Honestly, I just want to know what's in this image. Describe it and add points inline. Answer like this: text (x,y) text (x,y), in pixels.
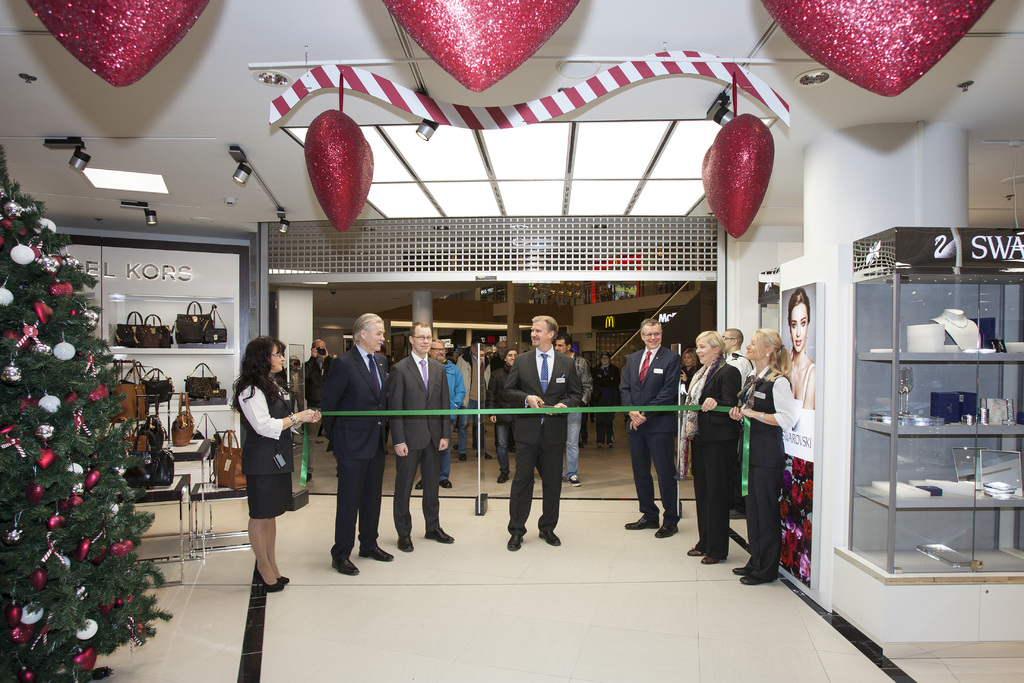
In this image there are people (371,465) standing, behind a ribbon (688,407) and two people (267,464) are holding the ribbon (668,409), on the left side (53,592) there is a Christmas tree (29,594), on the right side (885,571) there is a glass cabinet (867,342) in that there is jewelry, at the top (568,131) there is a ceiling (201,170) for that ceiling (438,185) there are lights (438,185) and heart symbols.
